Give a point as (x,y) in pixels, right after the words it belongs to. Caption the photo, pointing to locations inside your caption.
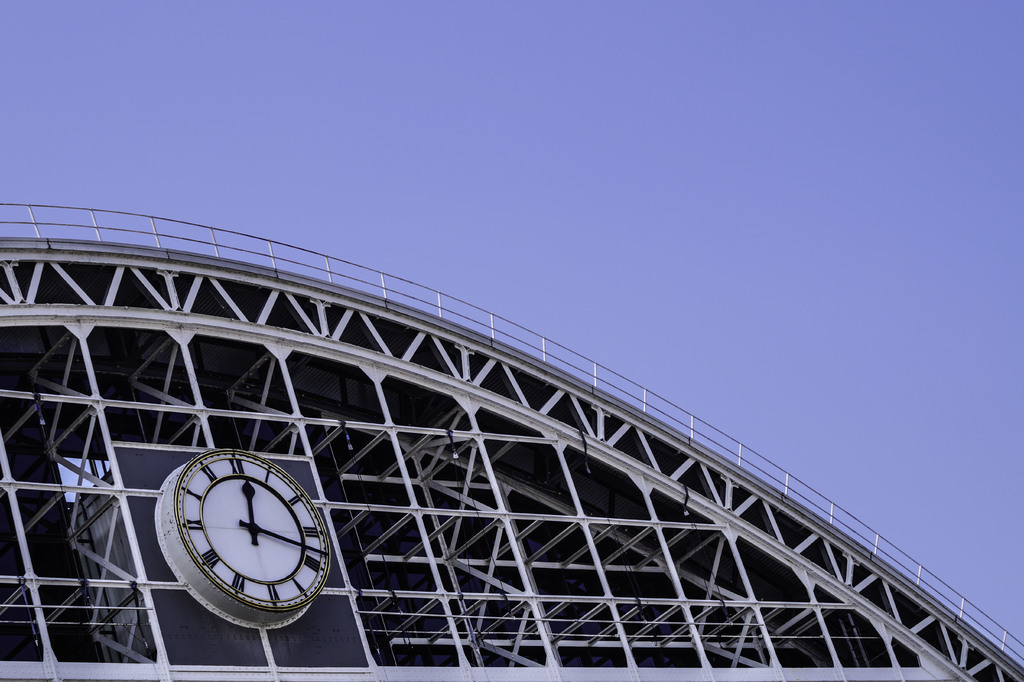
In this image there is the sky (658,180) towards the top of the image (367,109), there is a building (554,559) towards the bottom of the image (588,534), there is a clock (241,529) on the building (90,354).
